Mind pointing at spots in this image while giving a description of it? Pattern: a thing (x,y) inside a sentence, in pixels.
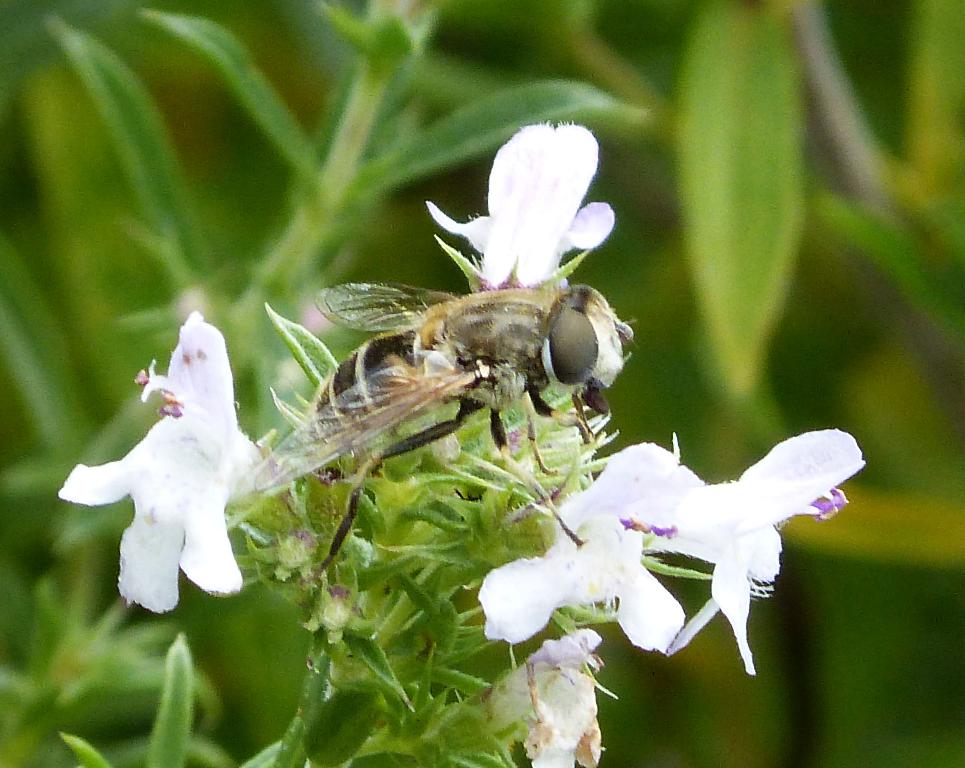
In this picture I can see a plant (643,578) with white flowers (516,570), there is an insect (533,414) on the plant (506,503), and there is blur background (28,478).
